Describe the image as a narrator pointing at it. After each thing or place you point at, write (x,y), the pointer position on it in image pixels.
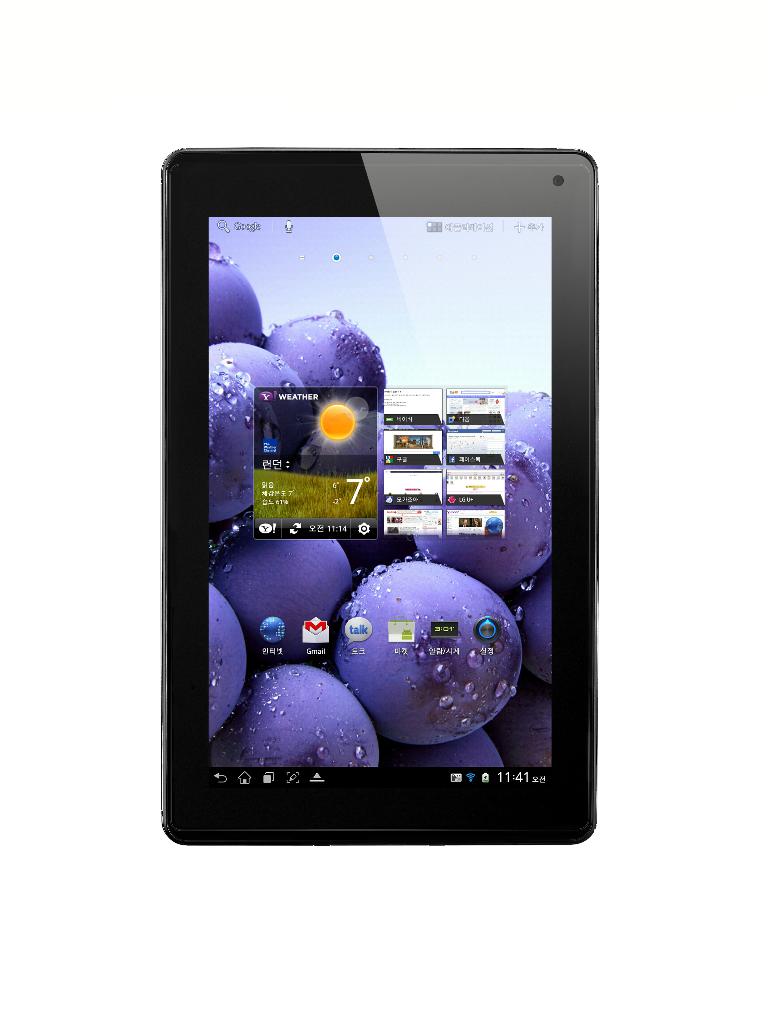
In this image there is a tab (391,553). In that there is a text (355,479) with images (314,591).
